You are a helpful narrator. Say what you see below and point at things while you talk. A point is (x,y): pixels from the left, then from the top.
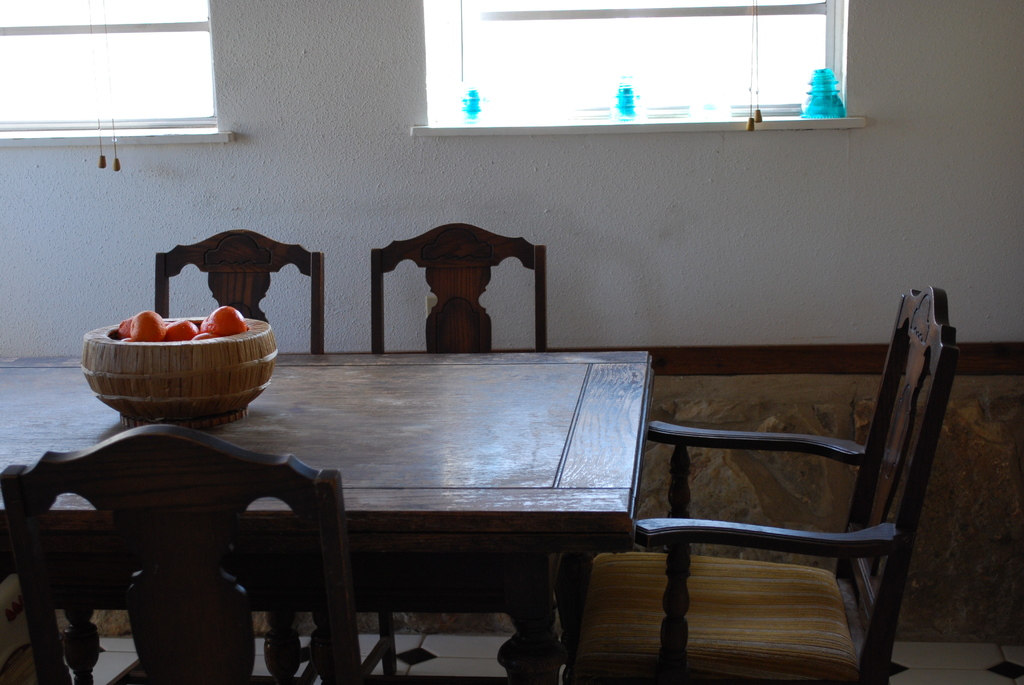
In this image I see a table (7,453) on which there is a container (259,331) in which there are few things (225,315) and there are 4 chairs (200,682) around the table (519,628), In the background (13,319) I see the wall (360,309) and the windows (16,11).
